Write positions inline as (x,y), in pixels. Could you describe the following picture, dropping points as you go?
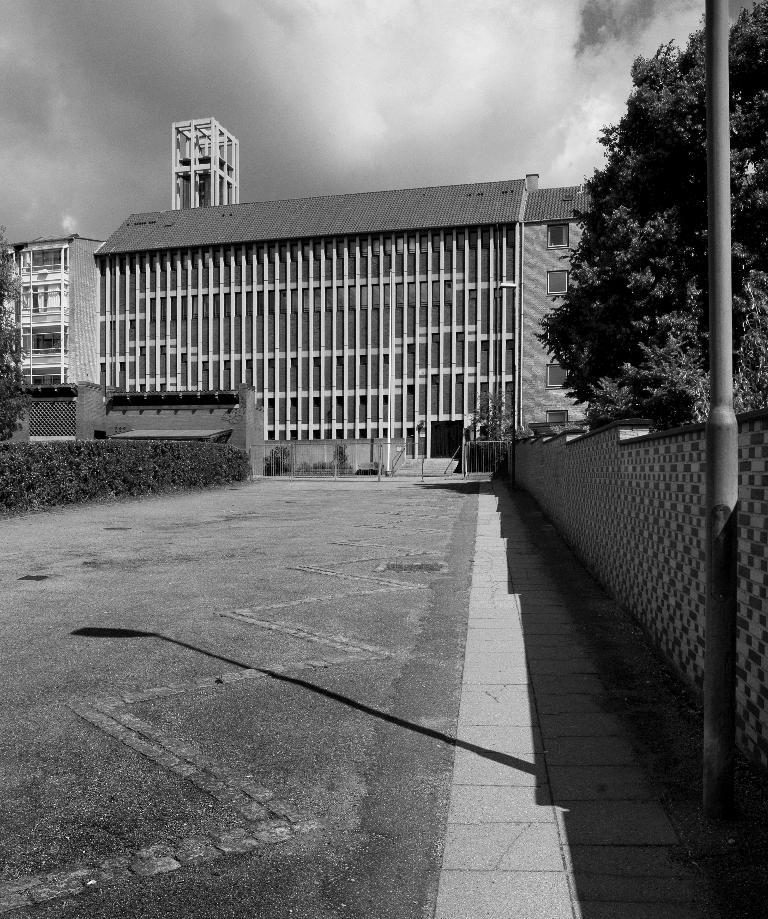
In this image I can see the road (273,654). To the side of the road (336,585) I can see the wall (594,527), pole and many plants (113,484). In the background (173,439) I can see many trees (581,398), buildings (410,328), clouds (366,87) and the sky (458,170).
